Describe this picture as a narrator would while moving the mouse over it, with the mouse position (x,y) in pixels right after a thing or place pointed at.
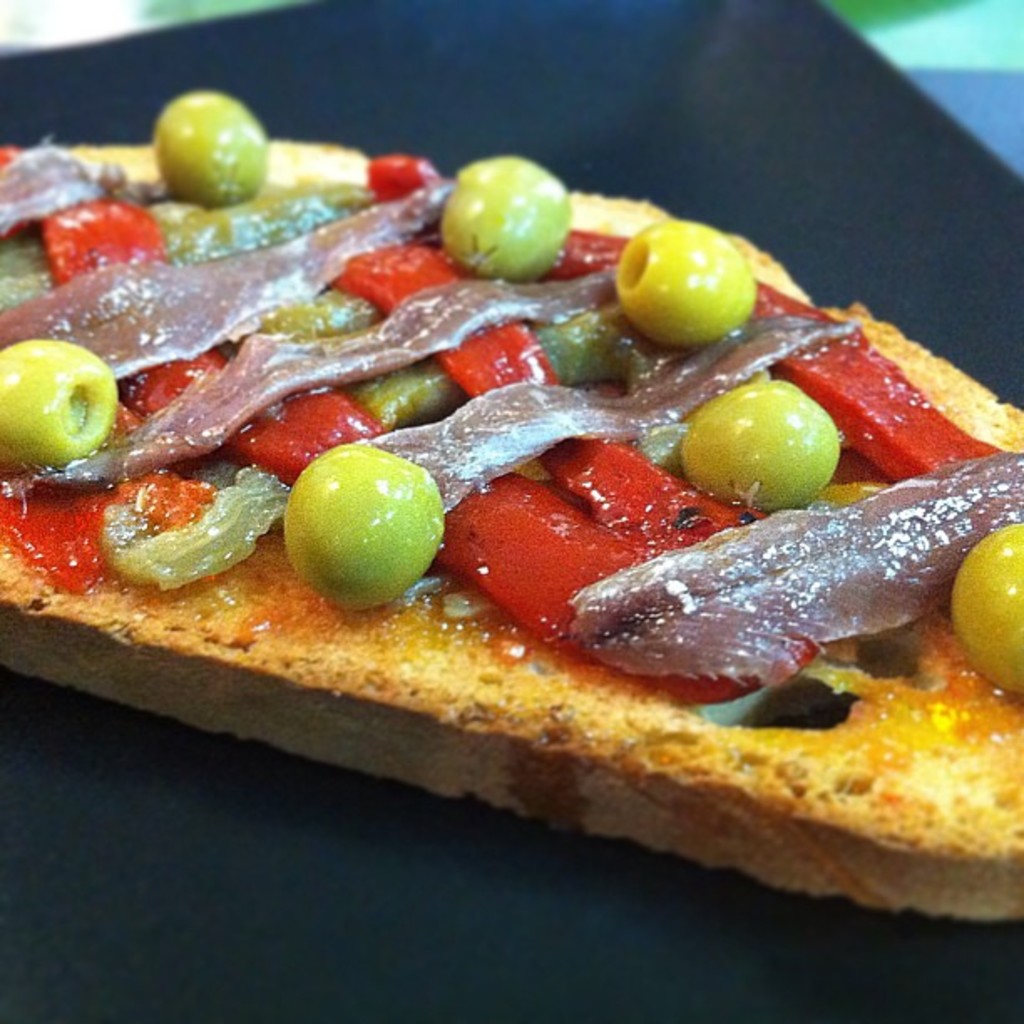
In the picture I can see food items (447,581) on a black color surface (544,109).
